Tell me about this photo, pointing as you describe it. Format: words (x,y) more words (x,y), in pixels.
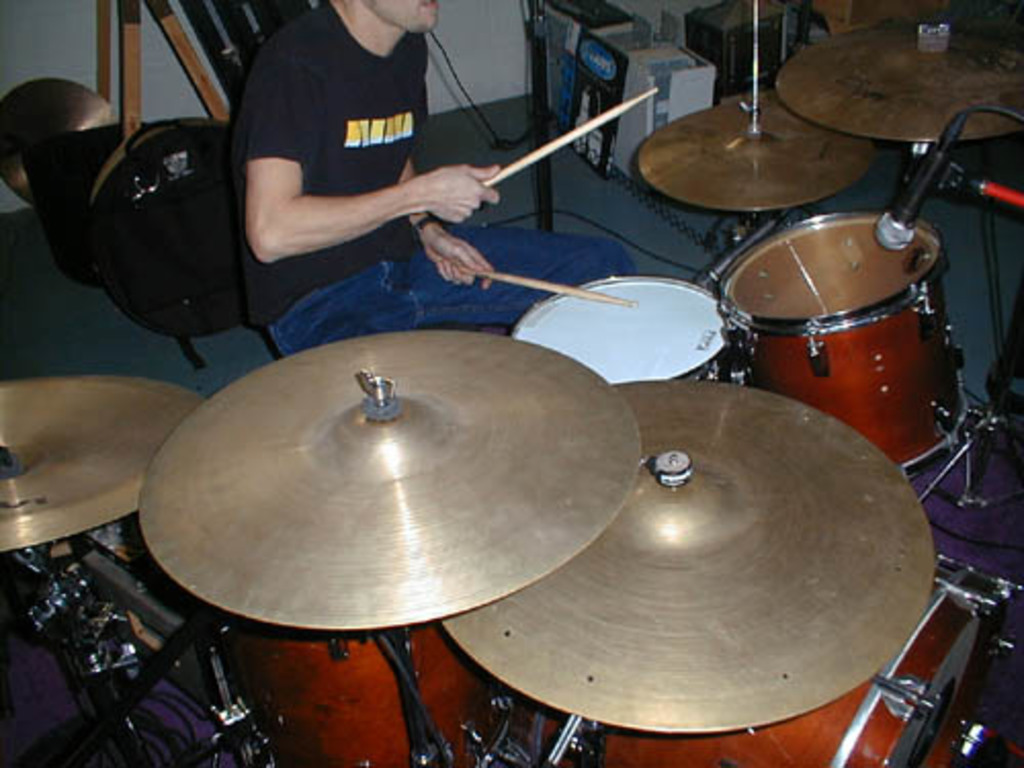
This man (326,80) is playing these musical instruments (808,367) with sticks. In-front of this musical drum (878,271) there is a mic (933,152).
